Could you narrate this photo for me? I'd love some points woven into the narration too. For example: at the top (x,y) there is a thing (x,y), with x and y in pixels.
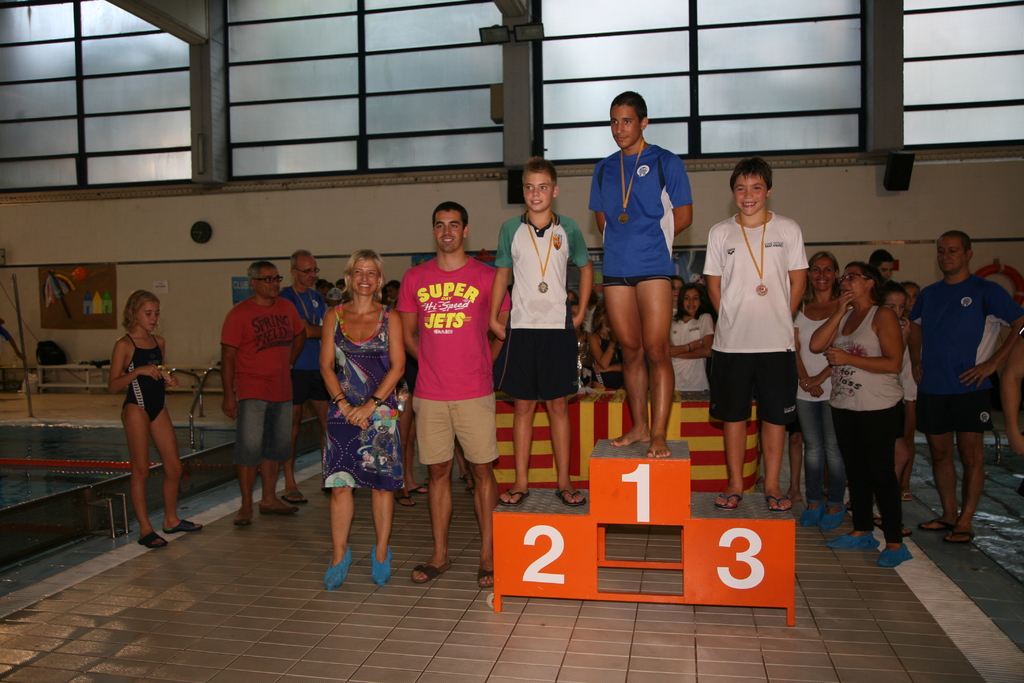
There are three persons (587,262) wearing medals (747,241) are standing on winners podium (656,503). Near to them few people (404,326) are standing. Also there is a table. In the back (280,204) there is a wall (350,216) with glass walls (376,83). On the wall (151,238) there are some items (97,297) pasted. On the left side (46,432) there is a swimming pool (75,445).
